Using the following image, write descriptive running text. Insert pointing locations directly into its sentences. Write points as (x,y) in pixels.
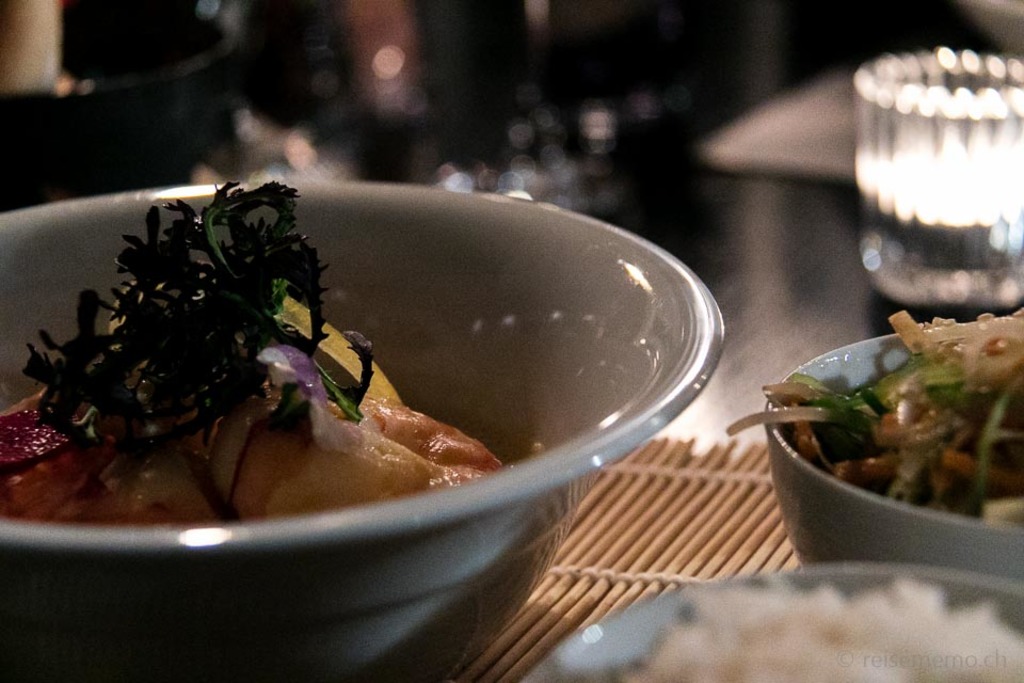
In the foreground of the image (672,634) we can see three bowls (624,367) containing food (735,624) placed on the surface (575,551). In the background (979,201), we can see a glass (952,149).
